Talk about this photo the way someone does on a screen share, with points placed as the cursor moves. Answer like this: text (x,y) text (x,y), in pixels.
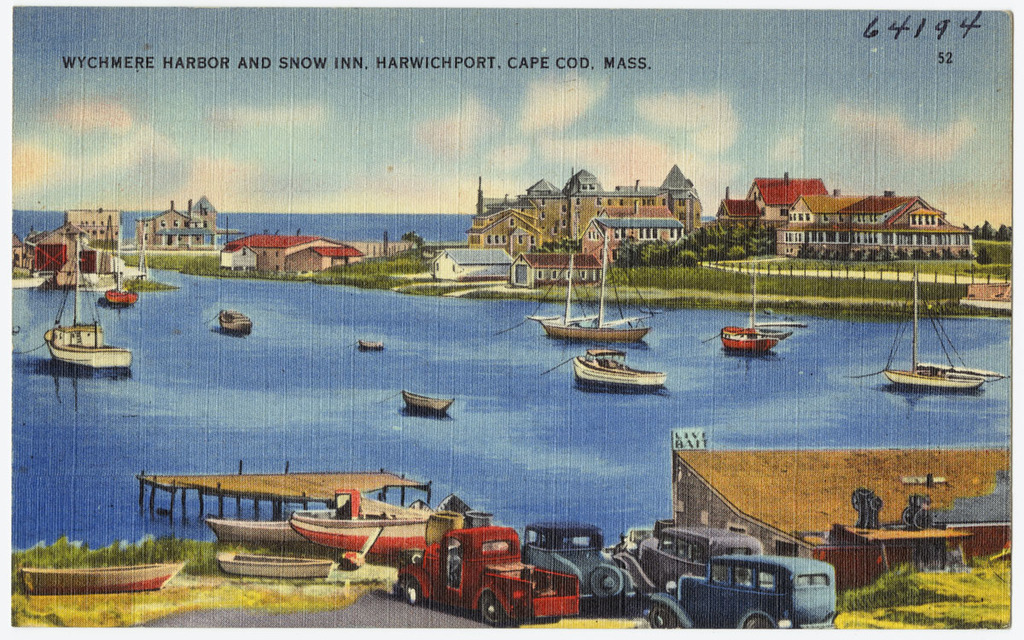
This is a graphical image. There are vehicles (465,579). There are ships (915,368) and boats (246,322) on the water (681,311). There are trees (734,254), buildings (602,233) and grass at the back (240,254).
